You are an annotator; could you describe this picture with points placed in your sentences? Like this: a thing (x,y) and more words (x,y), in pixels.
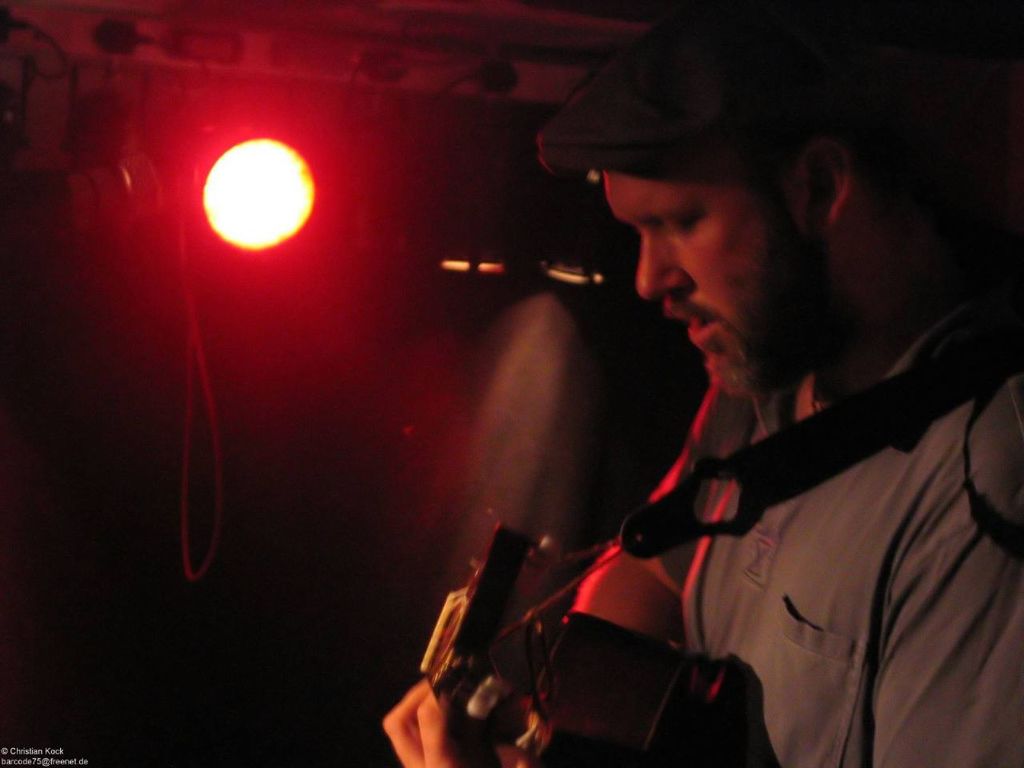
In the picture we can see a man (911,329) standing in the dark and holding a guitar (612,709) and playing it and just beside him, we can see a focus light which is red in color and it is on the wall (124,697).
